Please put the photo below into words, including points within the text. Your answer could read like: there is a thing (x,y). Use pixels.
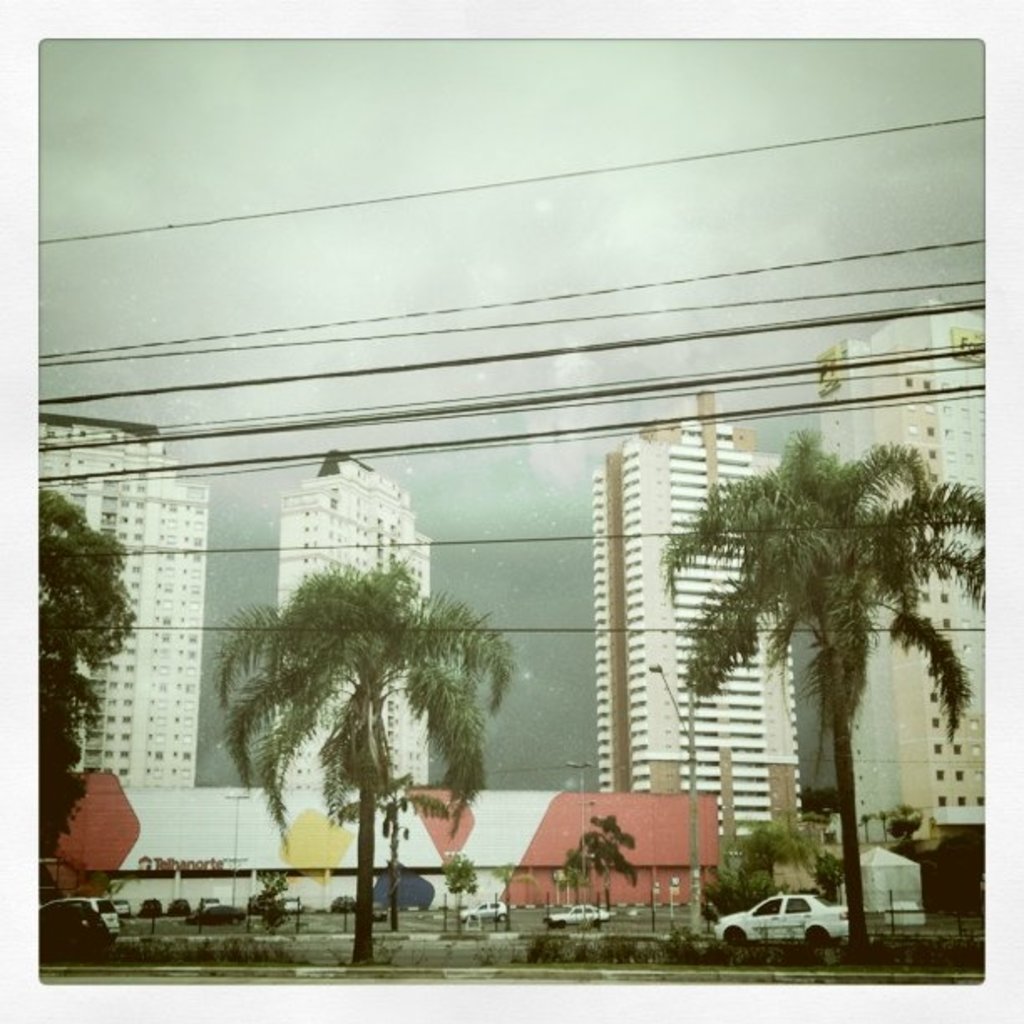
In this image there are cars (762,912) on the road (237,923) and there are trees (461,873), poles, in the background (657,702) there are buildings (741,723), wires (681,309) and the sky (650,79).
